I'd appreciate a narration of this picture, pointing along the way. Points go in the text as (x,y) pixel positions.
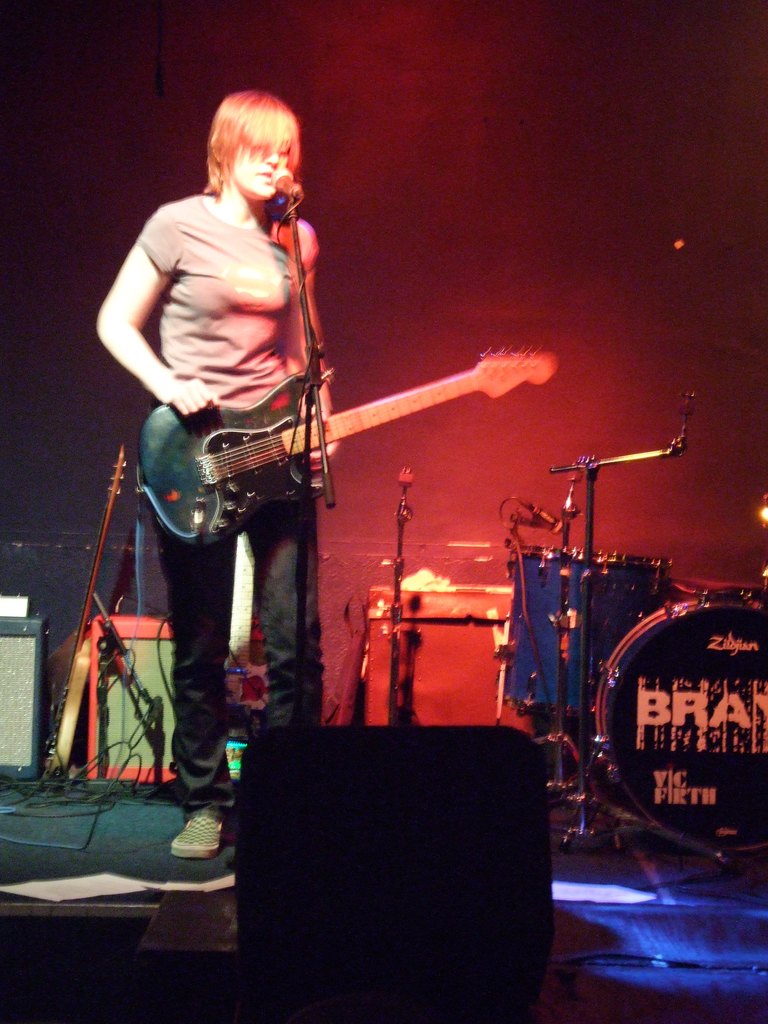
In this image there is a person (241,319) standing on the stage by holding the guitar (233,444). In front of him there is a mic (295,184). On the right side (663,594) there are drums (612,618). At the bottom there is a light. In the background (43,331) there is a wall (120,257). There is a box (432,614) in the background (449,614). On the left side (83,665) there is another guitar (83,677) which is kept in between the boxes (20,642). On the stage (105,866) there are papers (89,880).
